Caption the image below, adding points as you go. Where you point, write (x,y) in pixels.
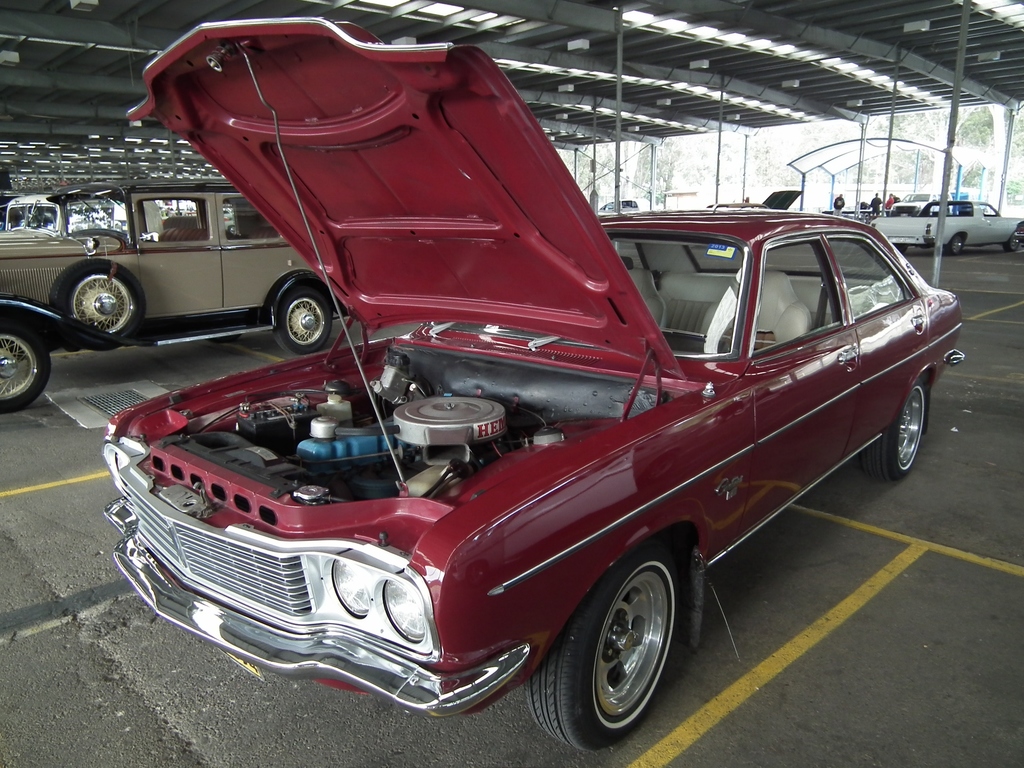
This is a shed (861,26) in which there are some different colors and models of cars (609,336) and at the background of the image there are some persons (880,204) standing there are some trees (764,158), at the foreground of the image (292,470) there is red color car (556,387) and cream color car (163,291).
